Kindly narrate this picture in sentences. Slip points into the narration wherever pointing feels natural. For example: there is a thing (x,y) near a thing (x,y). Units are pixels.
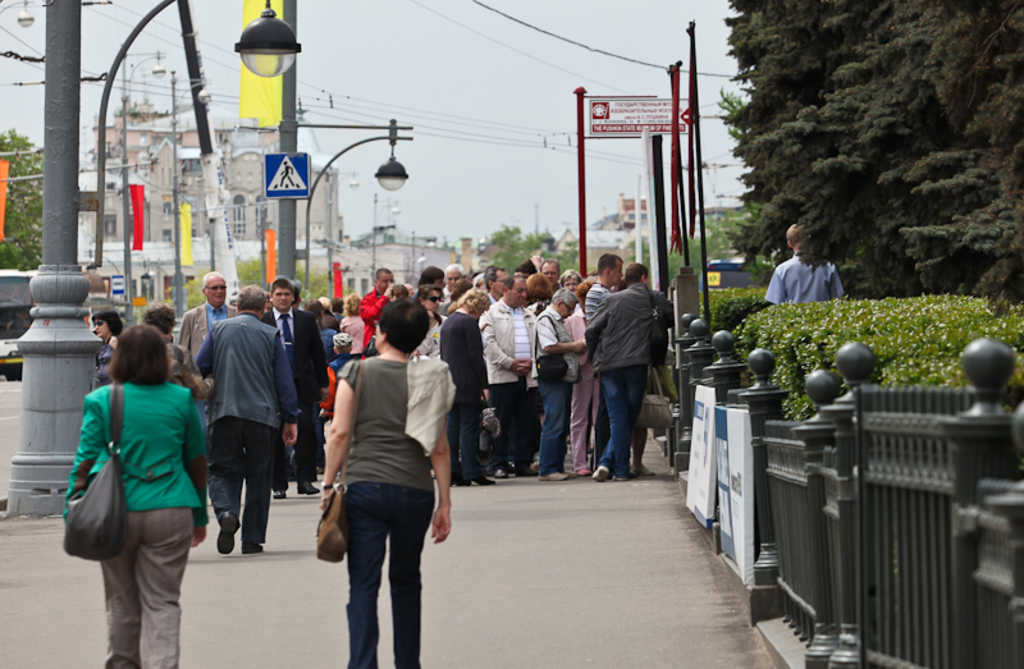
In this picture we can see a group of people (126,492) where some are standing and three are walking on the road (448,647), flags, trees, buildings (195,251), fence (897,530) and in the background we can see the sky (480,95).
